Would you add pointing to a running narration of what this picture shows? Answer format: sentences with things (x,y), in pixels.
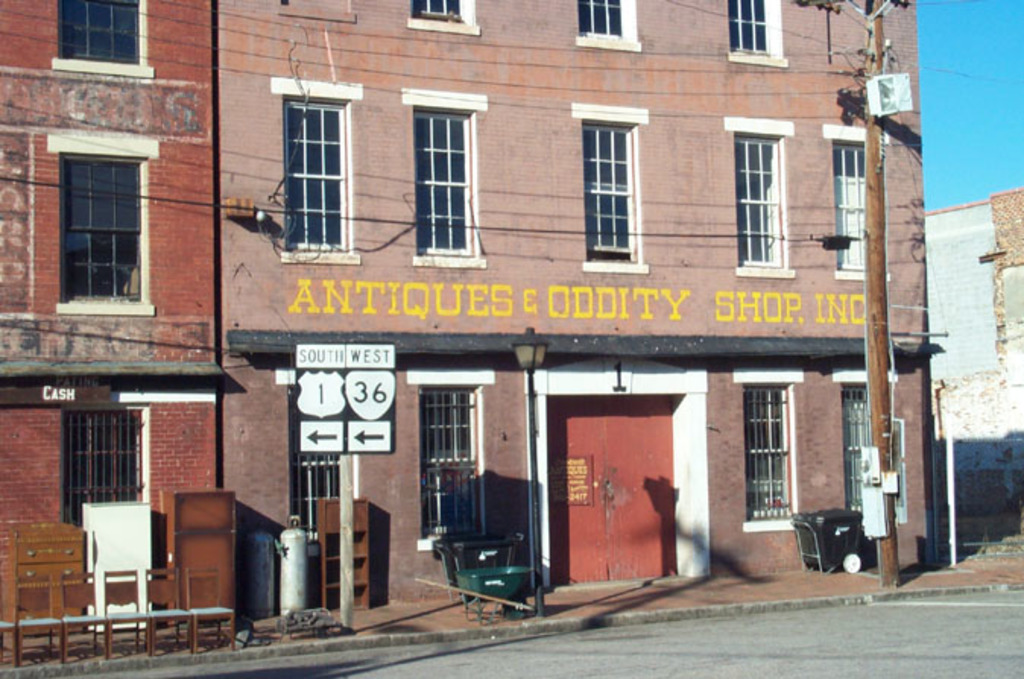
In this image there is a building (277,460), in front of the building (407,481) there are few objects (454,584) placed on the path (524,599) of a road (1021,677), sign board (357,383) and a utility pole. In the background (965,136) there is a sky (965,187).
